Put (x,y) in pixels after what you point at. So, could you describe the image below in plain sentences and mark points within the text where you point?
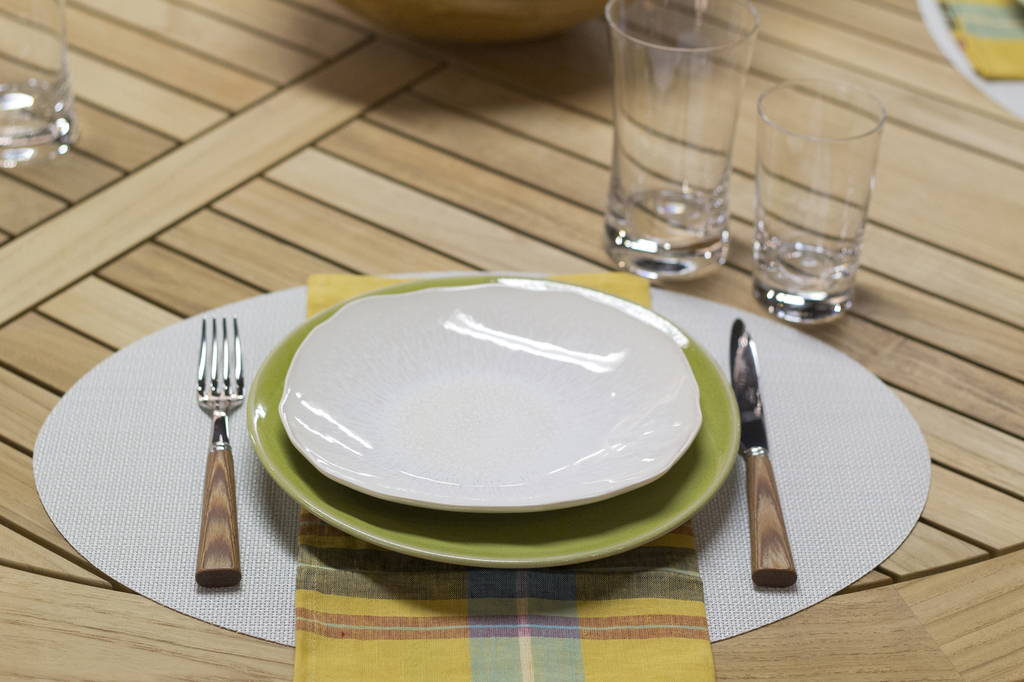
In this picture there are two plates (510,472) in the center of the image (592,439) and there is a knife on the right side of the image (759,383) and there is a fork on the left side of the image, there are glasses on the right side of the image (717,59) and there is another glass (33,32) in the top left side of the image (20,41).
